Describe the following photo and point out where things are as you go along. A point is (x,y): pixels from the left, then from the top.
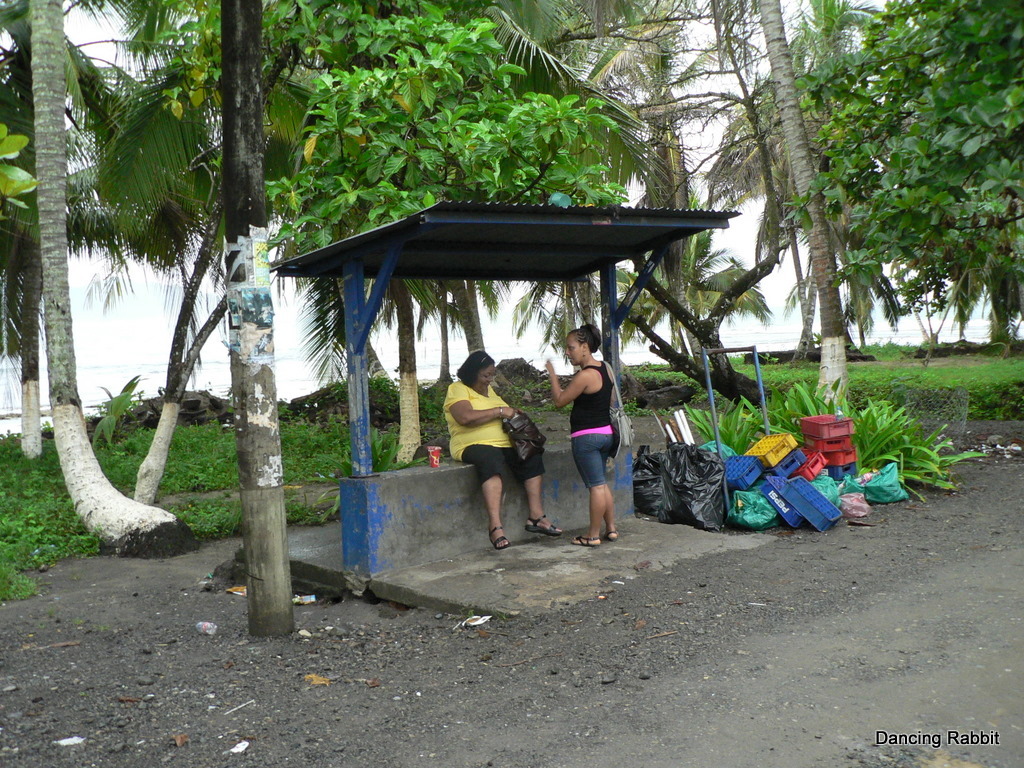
As we can see in the image there are trees (733,399), covers (679,509), plants (729,430), two people (588,430), glass (434,452), grass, trees (481,101), sky (70,14) and water (96,371).
